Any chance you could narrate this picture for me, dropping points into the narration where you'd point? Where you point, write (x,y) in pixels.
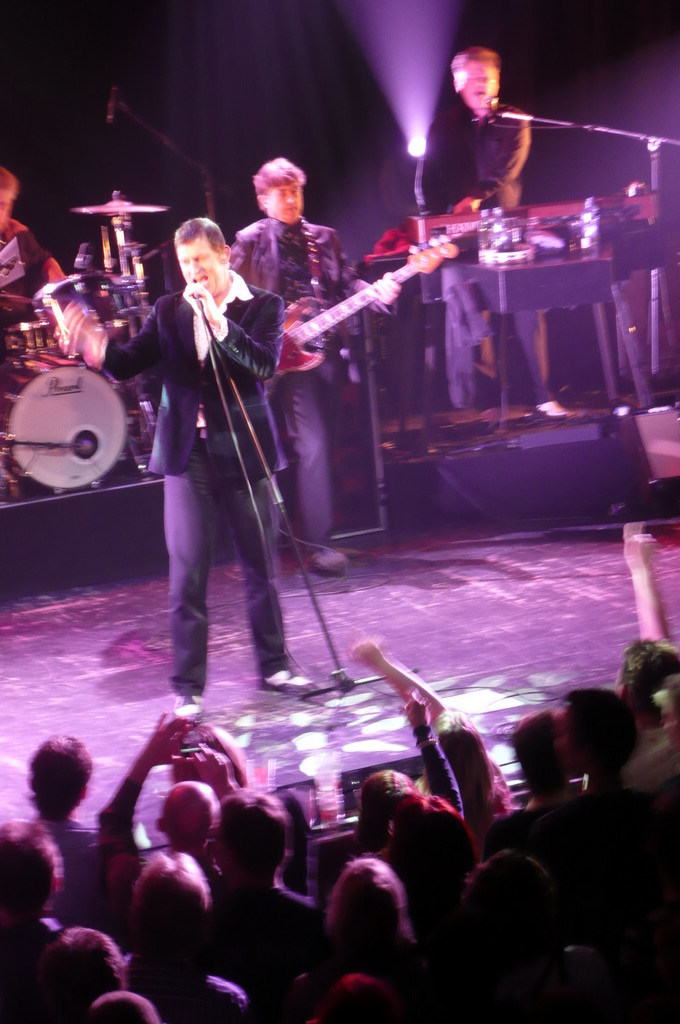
As we can see in the image there are few people (175,535) standing on stage (471,451) and few people (638,652) looking at them. On stage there are drums (132,317), mike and guitar (351,296).
